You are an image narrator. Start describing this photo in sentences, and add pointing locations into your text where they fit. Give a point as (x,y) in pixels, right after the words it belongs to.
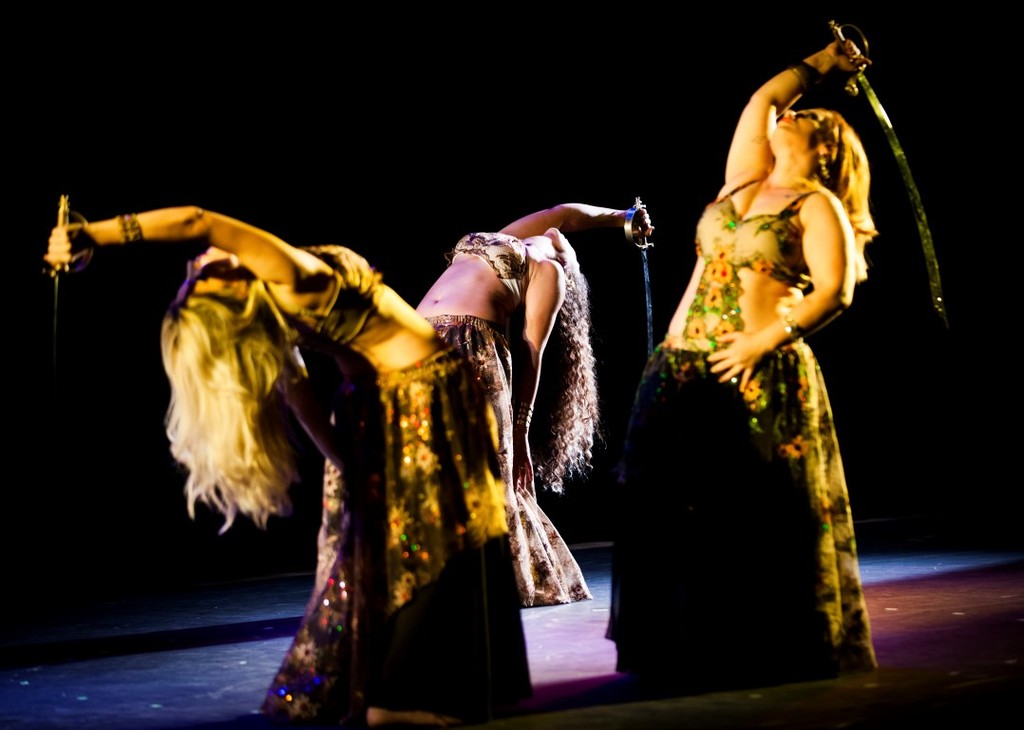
In this image I can see three people (583,594) with dresses (518,286). These people (544,244) are holding the weapons (913,203). And there is a black background (485,7).
